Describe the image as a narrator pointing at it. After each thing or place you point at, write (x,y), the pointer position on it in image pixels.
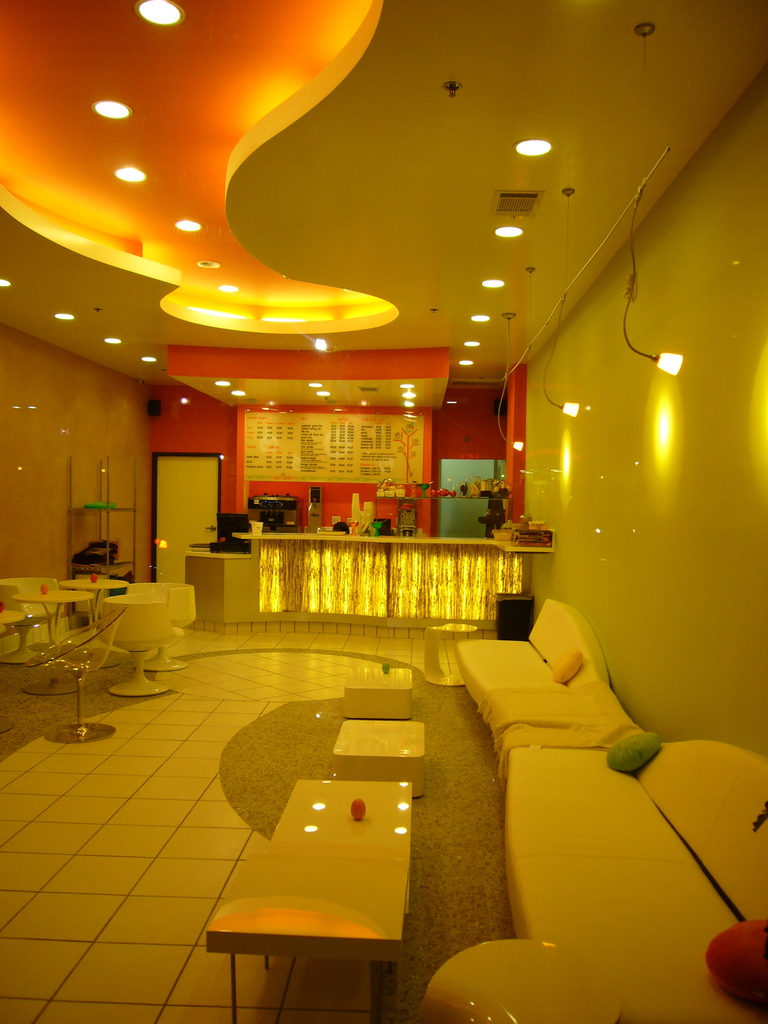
In this image on the right side (531,791) there are chairs (518,846), tables (319,853), stools (393,715), and on the left side (122,600) also there are some chairs (115,628) and tables (98,587). And in the background (249,533) there is a reception table (317,566), flower pots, and some objects (506,530), door (199,540), cupboard (130,518), wall (230,454) and some lights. At the top (208,185) there is ceiling (436,166) and some lights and objects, at the bottom (135,873) there is floor (111,715) and carpet (436,697).
